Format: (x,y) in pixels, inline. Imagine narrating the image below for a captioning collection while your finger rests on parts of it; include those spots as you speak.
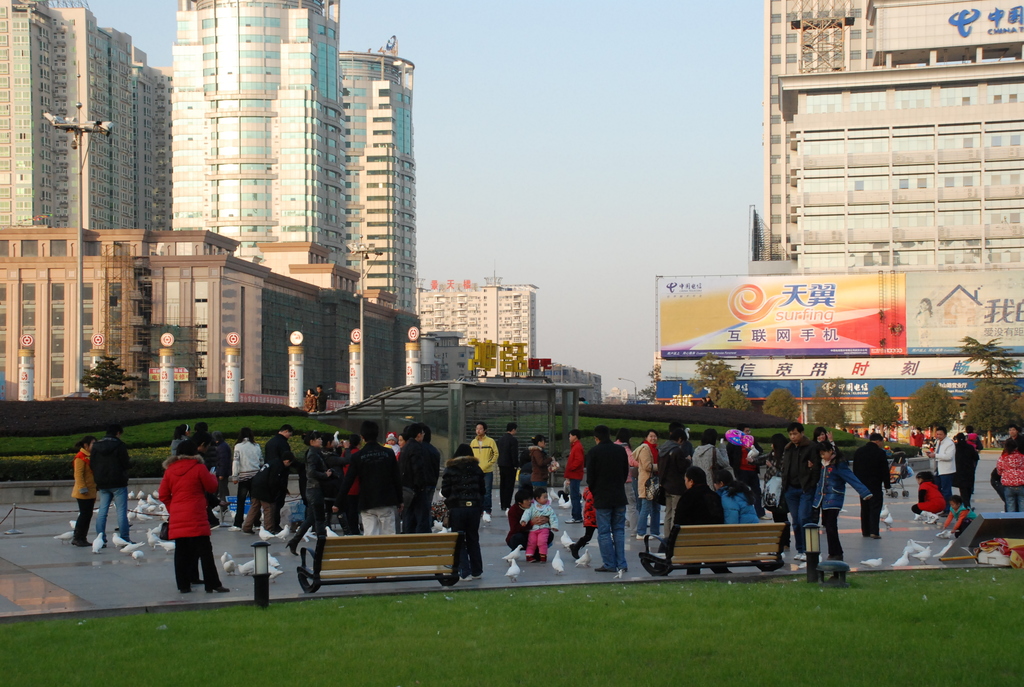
In this image I can see group of people (530,485) standing. In the background (284,330) I can see few light poles (80,316), buildings (355,268), boards (932,340), few trees (975,411) in green color and the sky (616,157) is in blue and white color.
